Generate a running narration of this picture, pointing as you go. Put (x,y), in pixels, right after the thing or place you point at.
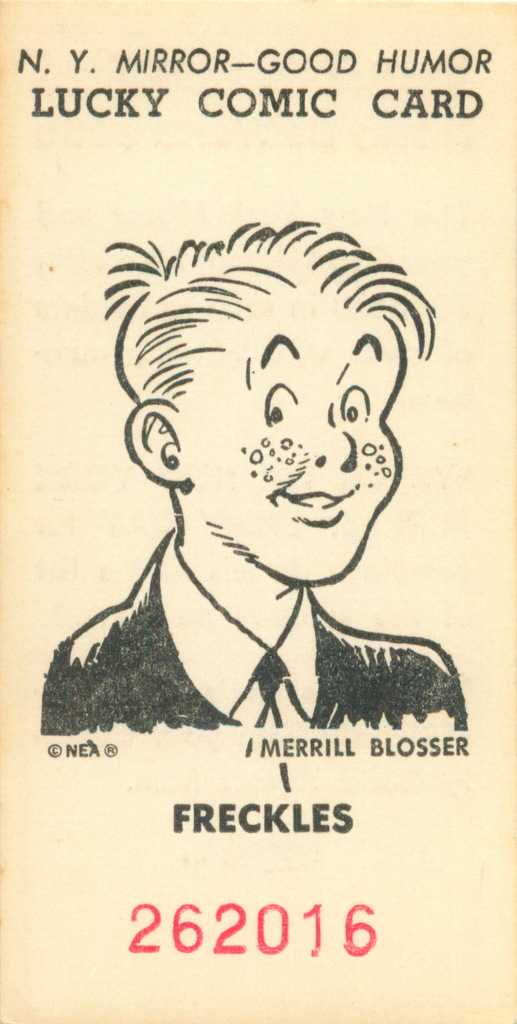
A boy (270,547) is wearing a suit (317,630).
